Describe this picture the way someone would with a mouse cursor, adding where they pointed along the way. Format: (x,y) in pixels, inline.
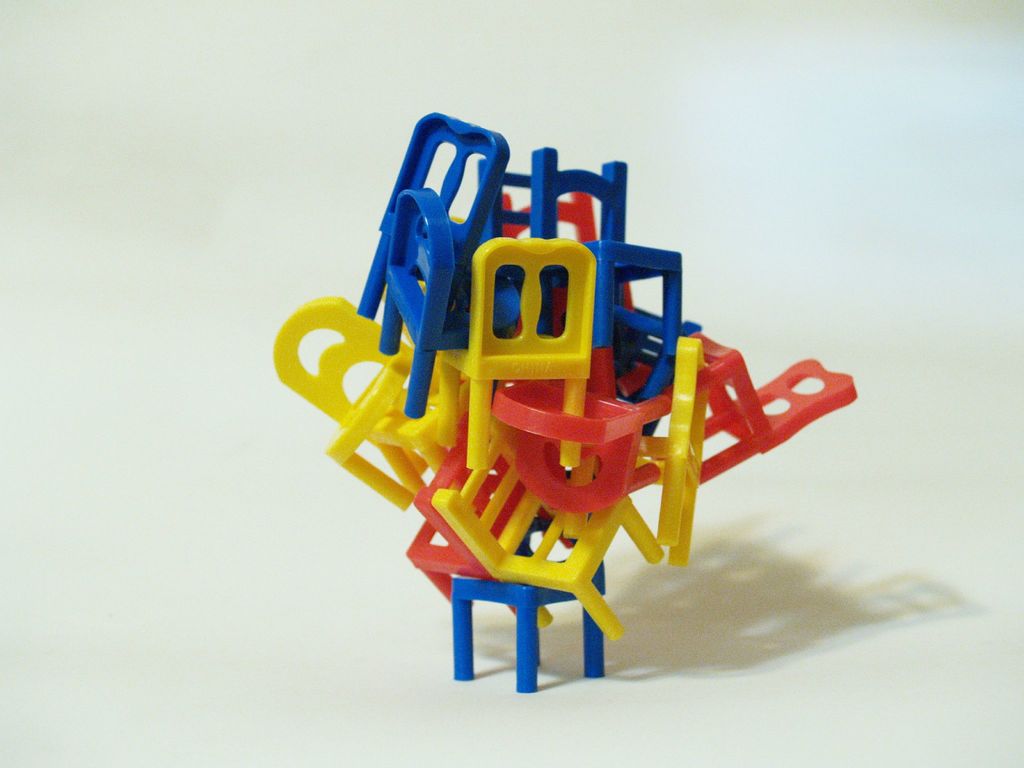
In this picture we can see toy chairs (501,460), there is a plain background (291,41).
